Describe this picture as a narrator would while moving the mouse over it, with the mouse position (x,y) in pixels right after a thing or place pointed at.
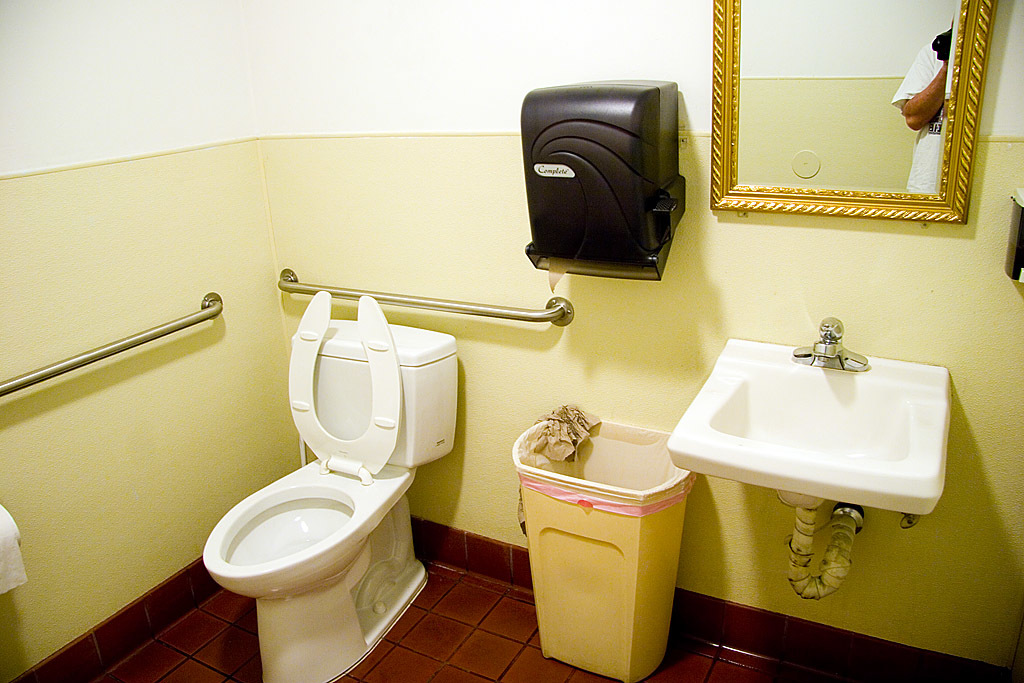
In the picture we can see commode (254,506), flush tank (340,363), wash basin (762,440), dust bin (609,467), paper towel dispenser (618,191), mirror (868,89) which is on the wall (629,295) and we can see the reflection (926,106) of a person's hand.
